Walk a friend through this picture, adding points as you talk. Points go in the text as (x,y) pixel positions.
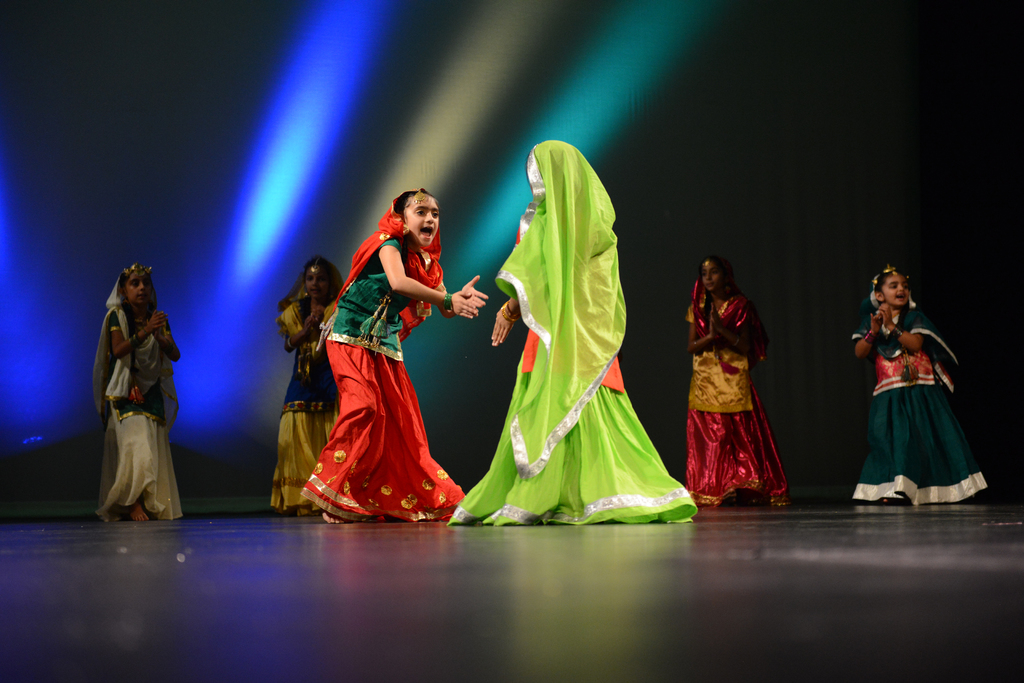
In this image we can see group of kids (293,414) wearing traditional dress (577,486) dancing on stage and in the background of the image (507,67) there is black color sheet (496,115) and we can see some lights (2,254) are falling.
